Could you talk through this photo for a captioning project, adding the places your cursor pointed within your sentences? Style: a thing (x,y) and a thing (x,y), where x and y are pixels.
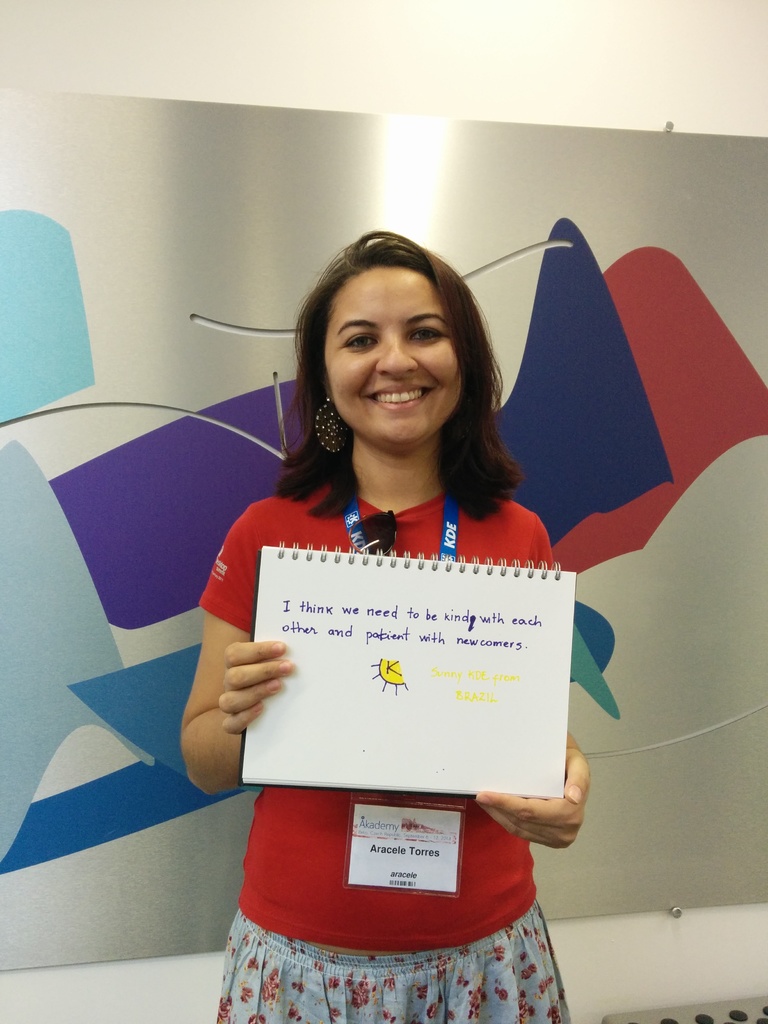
In the picture I can see a woman (388,796) standing and holding a book (359,682) which has something written on it and there are few other objects (311,111) in the background (435,192).
